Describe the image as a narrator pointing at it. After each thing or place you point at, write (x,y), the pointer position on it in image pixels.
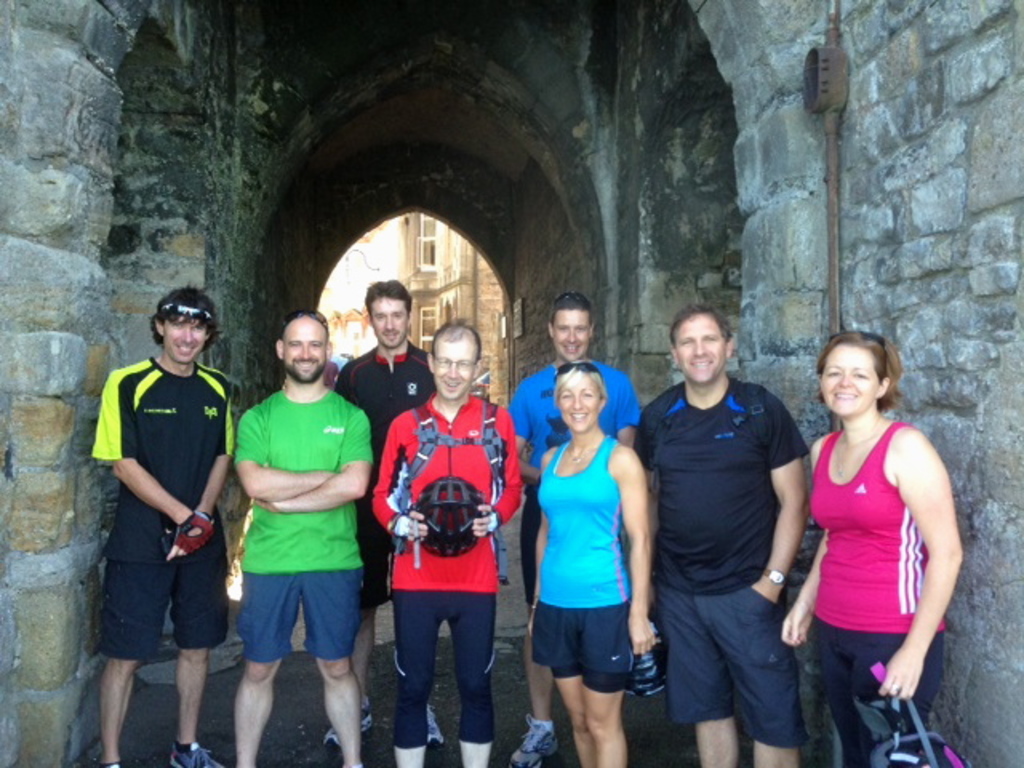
In the foreground of the picture (401,427) there are people (436,411). In the picture we can see a construction (654,145) made up of stones (637,162). In the center of the background (416,264) there are buildings (411,279) and people (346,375).
